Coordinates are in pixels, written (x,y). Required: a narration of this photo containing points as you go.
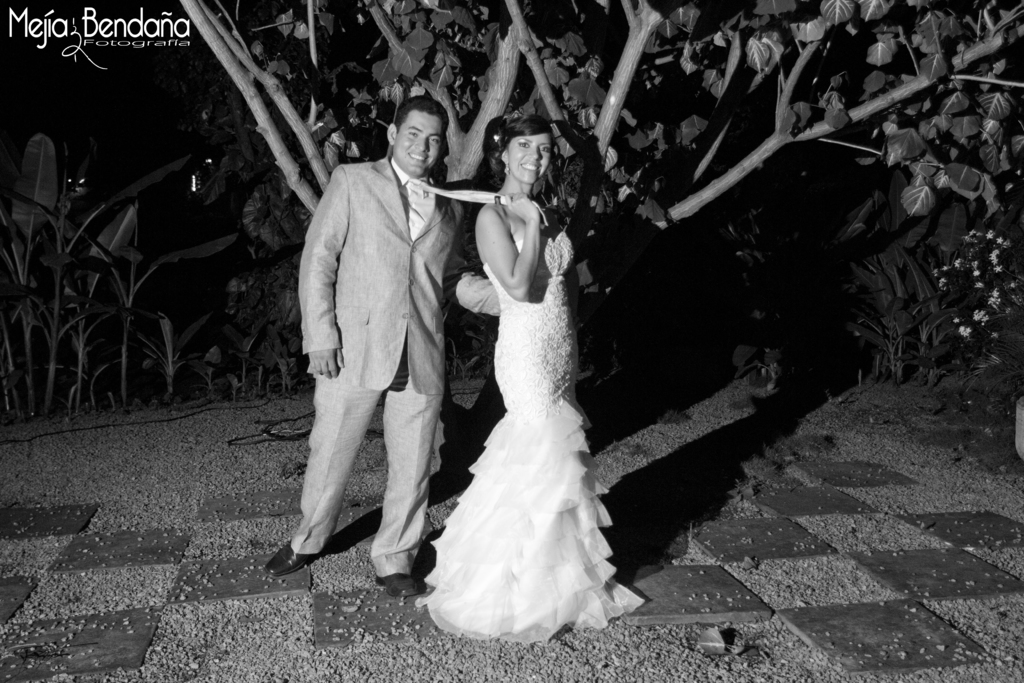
In this picture I can see a man (369,254) and a woman (579,580) standing and smiling, woman (526,174) holding the tie (455,190) of the man (404,214), there are trees (671,172) and there is a watermark (159,24) on the image.
